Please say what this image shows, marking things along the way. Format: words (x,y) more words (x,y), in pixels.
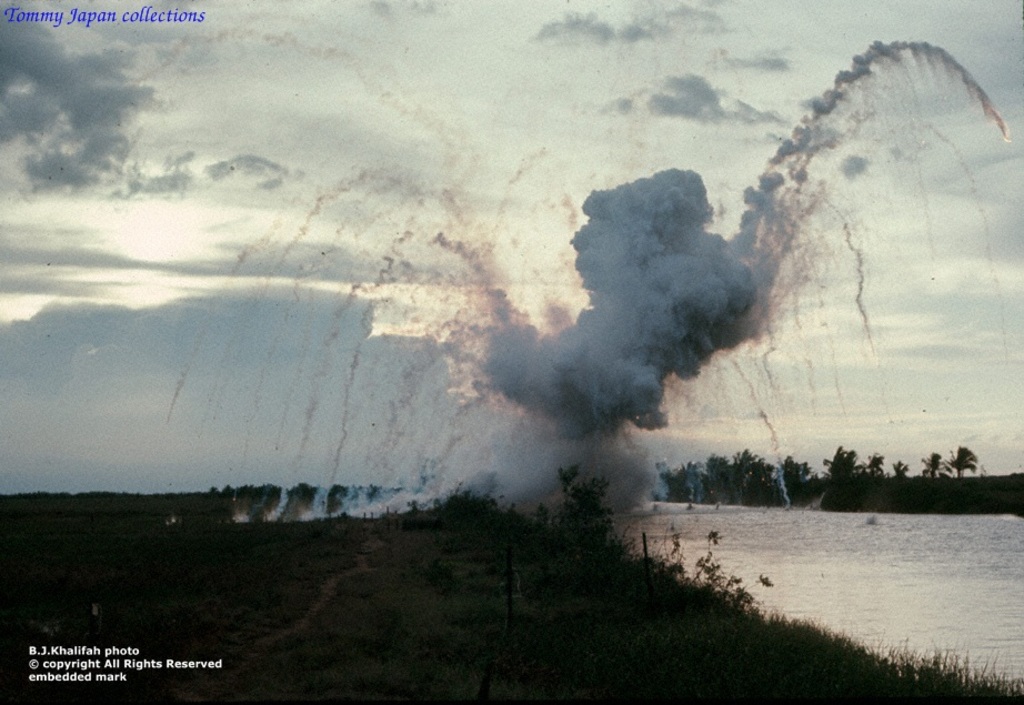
In this image there are plants (596,587) and grass (292,600) on the ground (167,609). To the right (833,551) there is the water (892,523). In the background (706,484) there are trees (724,479). In the center (658,456) there is the smoke (630,281). At the top (370,149) there is the sky (543,116). In the top left (105,20) and the bottom left (77,671) there is text (89,20) on the image. The smoke (548,314) seems to be an explosion (548,392).
